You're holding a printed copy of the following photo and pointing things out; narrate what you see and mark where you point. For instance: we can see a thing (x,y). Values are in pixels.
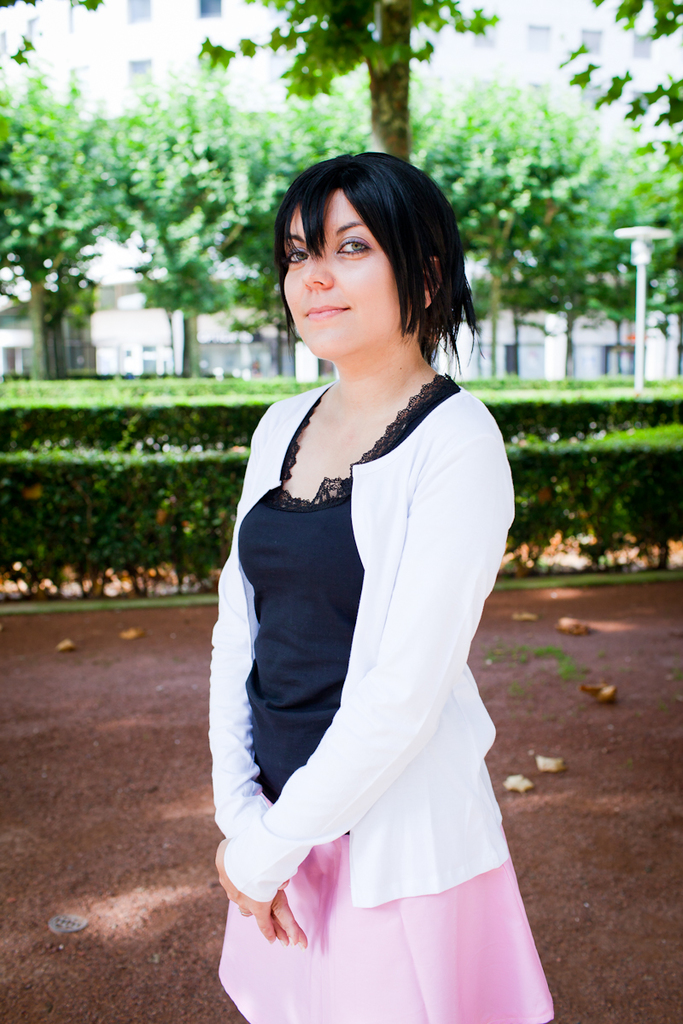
In the foreground of this image (285,863), there is a woman (407,877) standing wearing skirt (387,931) and a white shirt (437,633). In the background (158,678), there is land (139,610), few plants (164,435), trees (157,265), a pole (645,233) on the right (636,379) and a building (174,44).
